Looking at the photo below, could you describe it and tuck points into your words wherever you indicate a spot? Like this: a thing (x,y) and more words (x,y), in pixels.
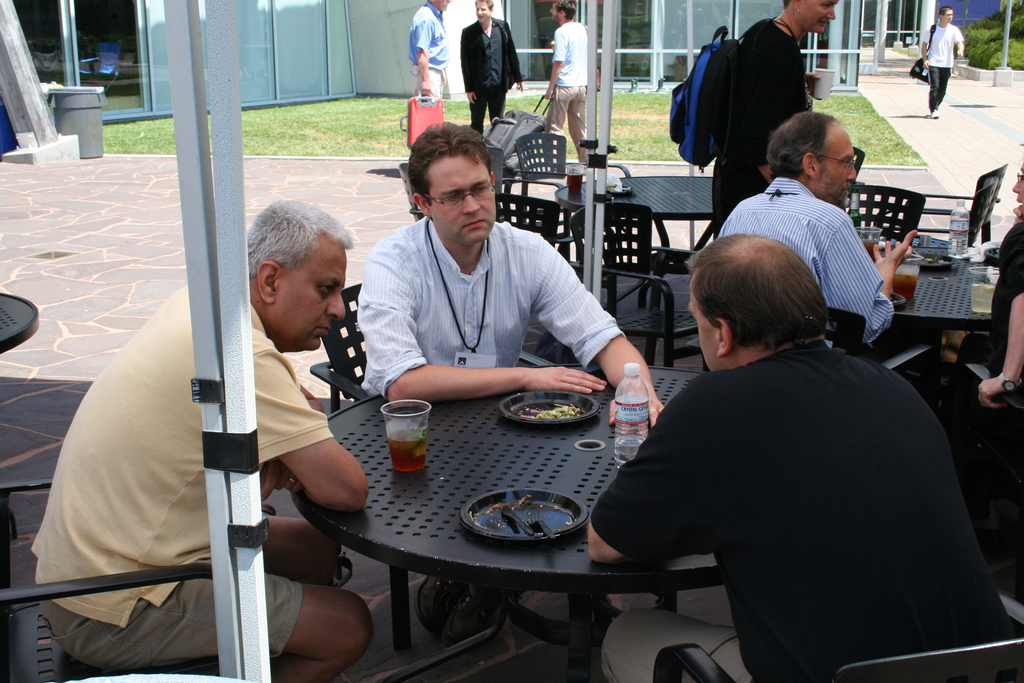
In the picture we can find three men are sitting on the chairs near to the table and just beside to them there is one more man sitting on the chair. In the background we can find three people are standing and talking, just beside to them there is one man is walking and coming and he is wearing a bag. And we find the buildings (625,32) in the background (634,46). On the table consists of glass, some plate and bottle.
